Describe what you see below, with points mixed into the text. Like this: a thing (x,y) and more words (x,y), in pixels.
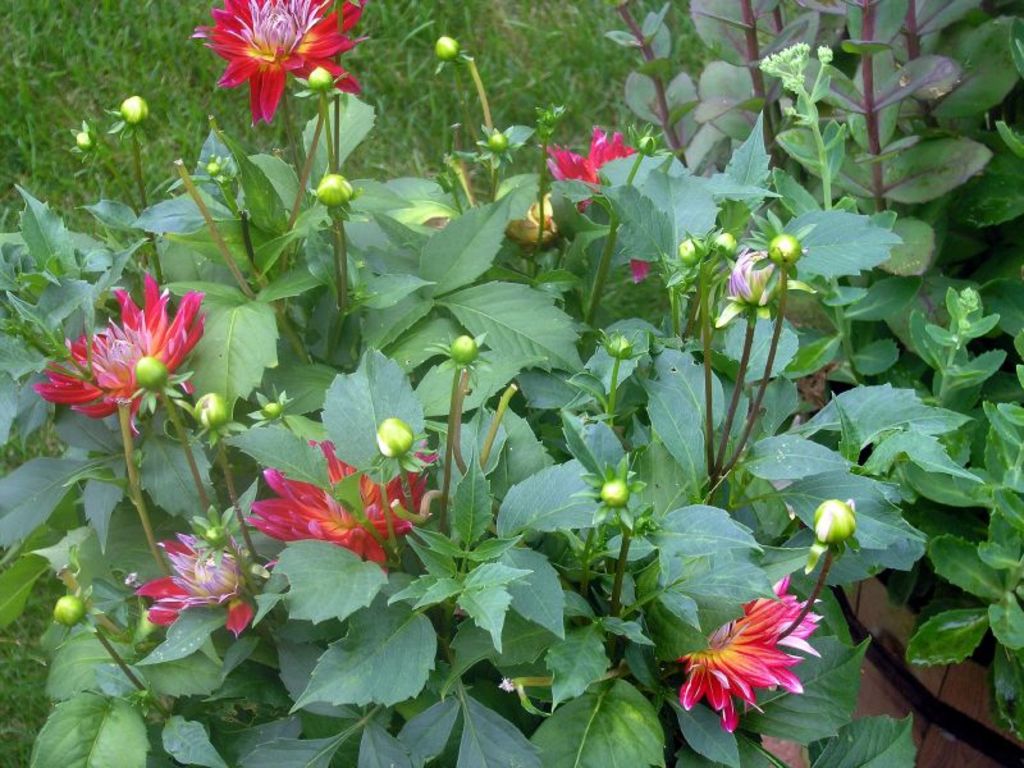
In this image there are plants (481,509) having flowers (272,516), buds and leaves (418,588). Background (59,141) there is grassland (84,49).
